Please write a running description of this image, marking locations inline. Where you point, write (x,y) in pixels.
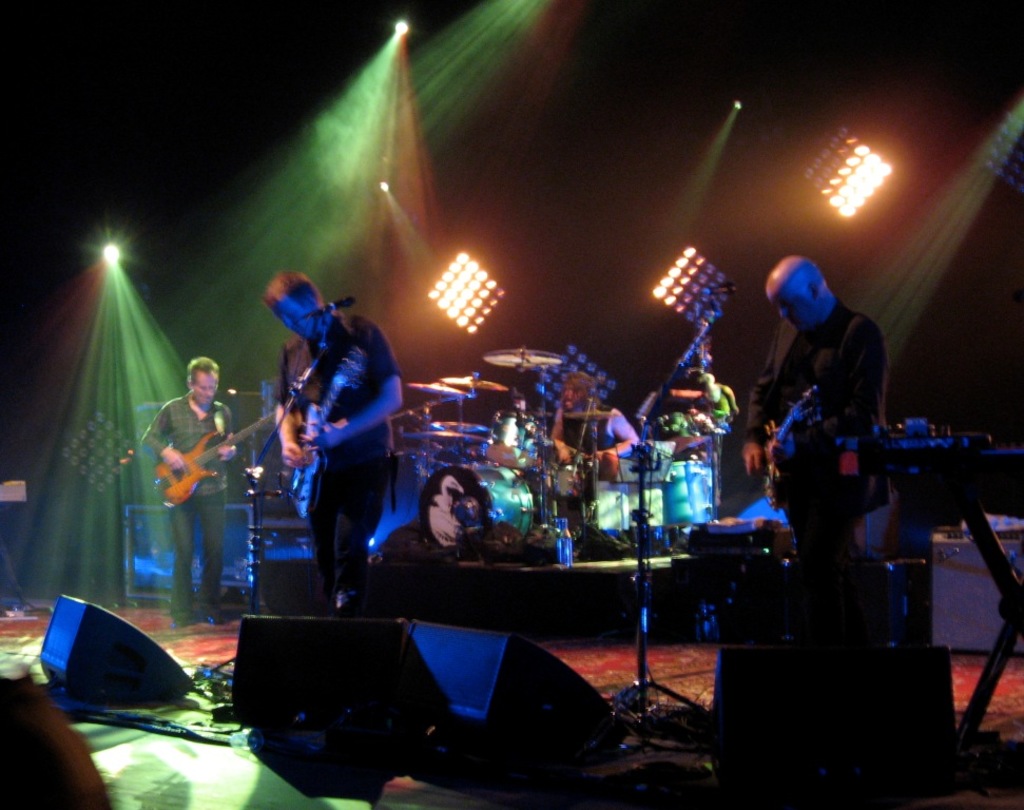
in the center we can see three persons (808,459) were standing and holding guitar (306,466). And back of them we can see few more musical instruments (681,486). In front (861,724) there is a speaker (819,701).
